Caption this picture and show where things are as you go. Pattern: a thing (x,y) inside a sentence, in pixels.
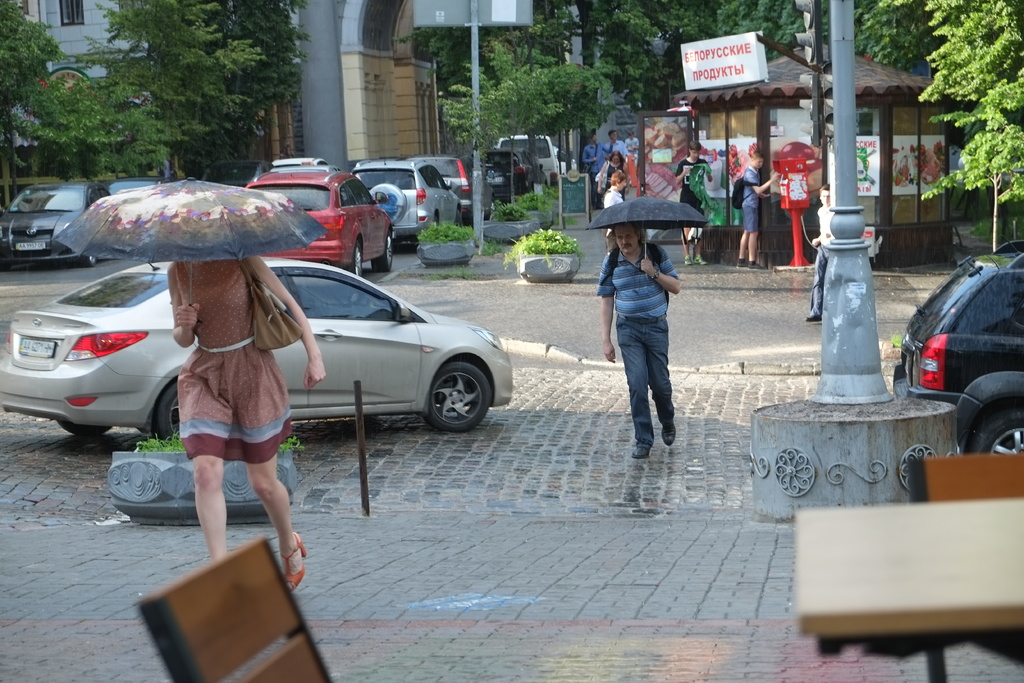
This image consists of many people (284,515). It looks like it is raining. On the left (235,432), there is a woman (221,384) walking and holding an umbrella (187,255). At the bottom (719,667), there is a road (492,673). And we can see a table (919,616) along with chairs (296,618). And there are many cars (54,204) in this image. In the background (674,157), there are trees (37,147) and buildings (761,242). On the right (837,310), there is a pole (825,317).
